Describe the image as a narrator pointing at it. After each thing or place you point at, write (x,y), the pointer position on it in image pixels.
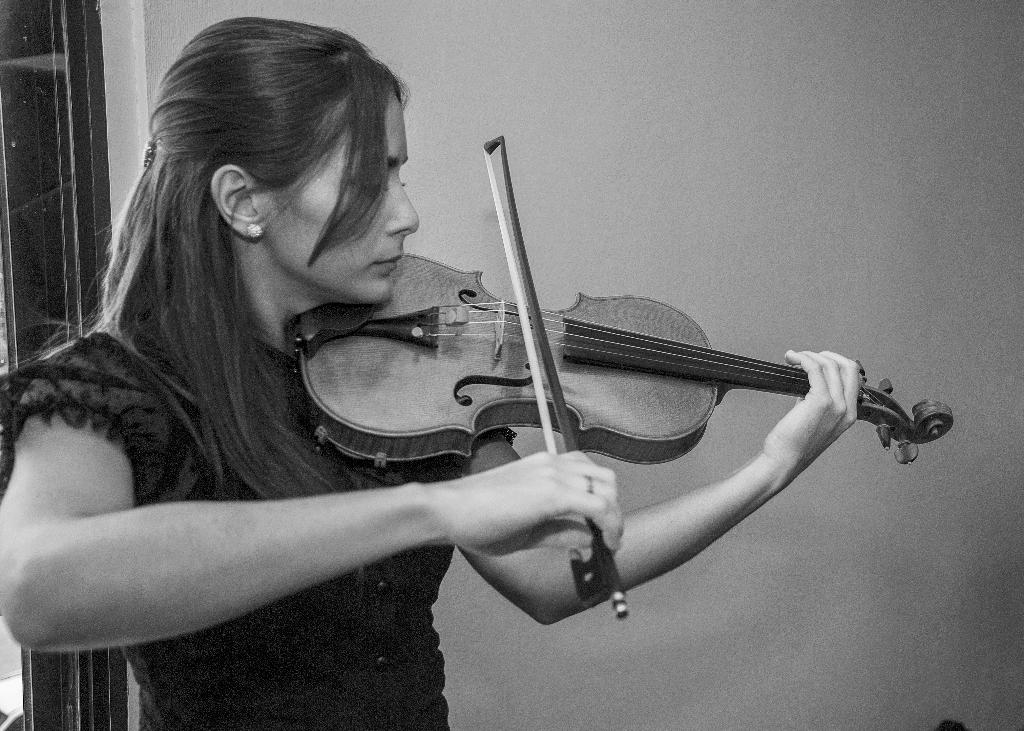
In the given image i can see a lady (3,524) holding an musical instrument (578,384).
